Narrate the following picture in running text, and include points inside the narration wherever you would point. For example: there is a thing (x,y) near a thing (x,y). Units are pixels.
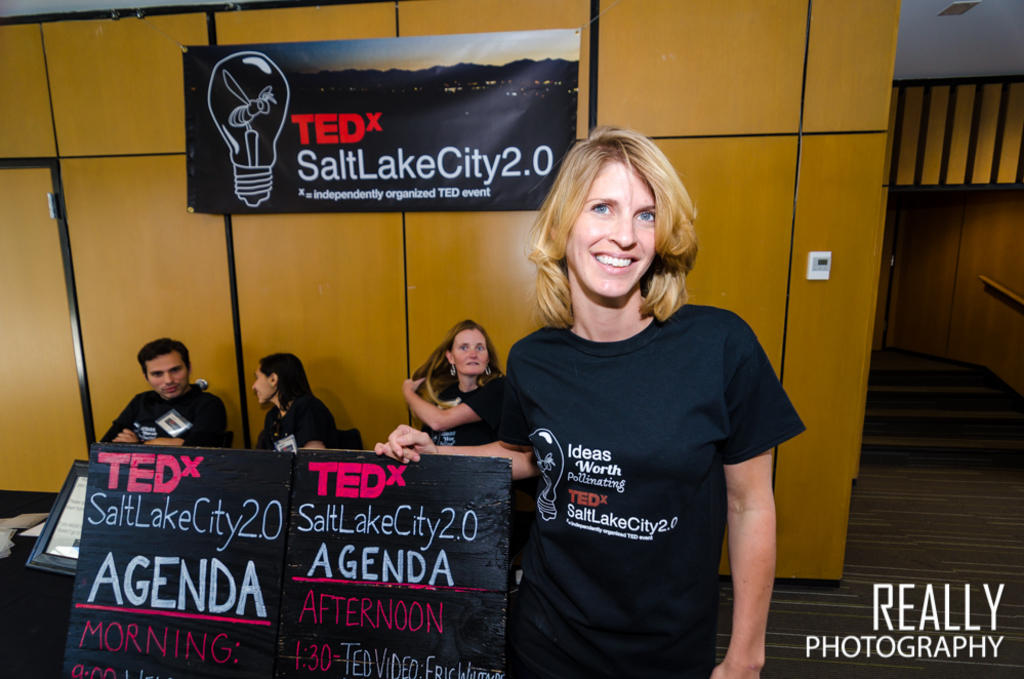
In the picture I can see a woman (667,569) on the right side (701,576) wearing a black color T-shirt (564,388) and there is a smile on her face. I can see the black painted wooden boards (229,586) on the left side (249,524) and there is a text (267,520) on it. I can see three persons (295,426) sitting on the chairs (224,437) on the left side (166,407). In the background (322,368), I can see the banner (480,127) and wooden cabinets (327,289).
